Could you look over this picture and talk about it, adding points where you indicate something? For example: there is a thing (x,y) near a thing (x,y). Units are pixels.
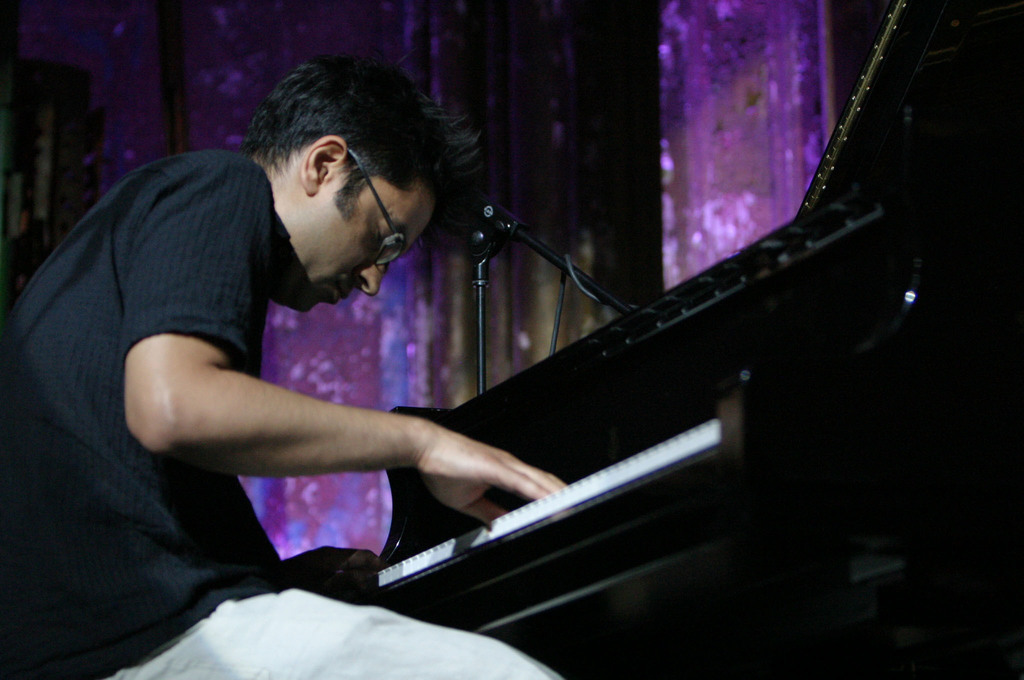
In this picture we can see man (145,301) wore spectacle (380,261) playing piano (411,480) with his hands (453,439) and in front of him on piano (502,390) we can see mic stand (494,234) and in background (452,268) we can see wall (621,207).
